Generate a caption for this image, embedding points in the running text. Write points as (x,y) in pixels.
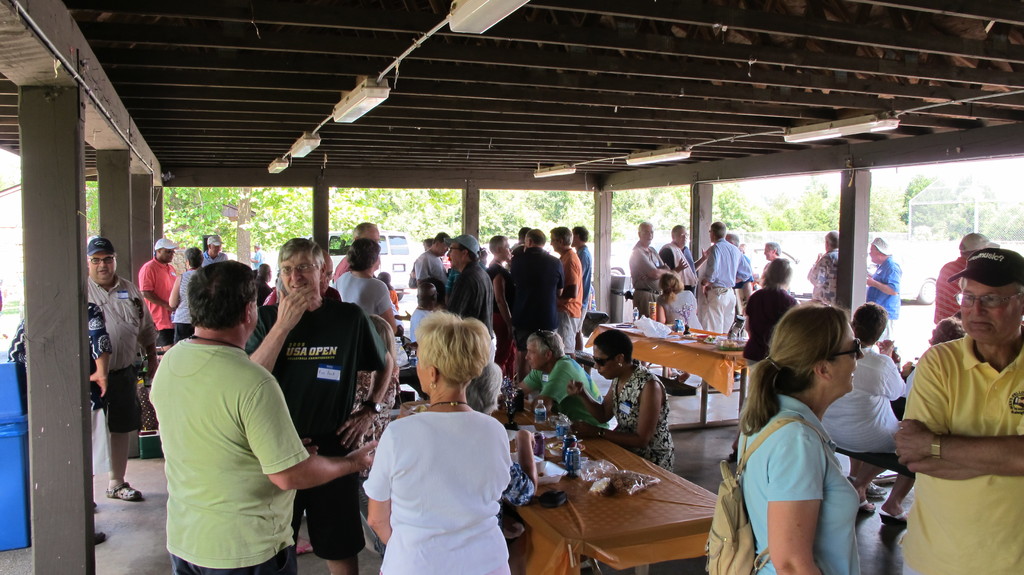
In this image I can see few people (302,347) are standing under the shed (452,123) and few people (518,463) are sitting on the chairs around the tables (653,503). On the tables (676,501) I can see few bottles (537,407), coke tins (567,459), food packets (597,477) and some more objects (554,475). These tables (650,517) are covered with the cloth (650,540). Here I can see few pillars (79,238). On the left side (19,434) there is a blue color dustbin (14,442). In the background (397,247), I can see few cars (396,247) on the ground (906,328) and also there are some trees (378,201).
